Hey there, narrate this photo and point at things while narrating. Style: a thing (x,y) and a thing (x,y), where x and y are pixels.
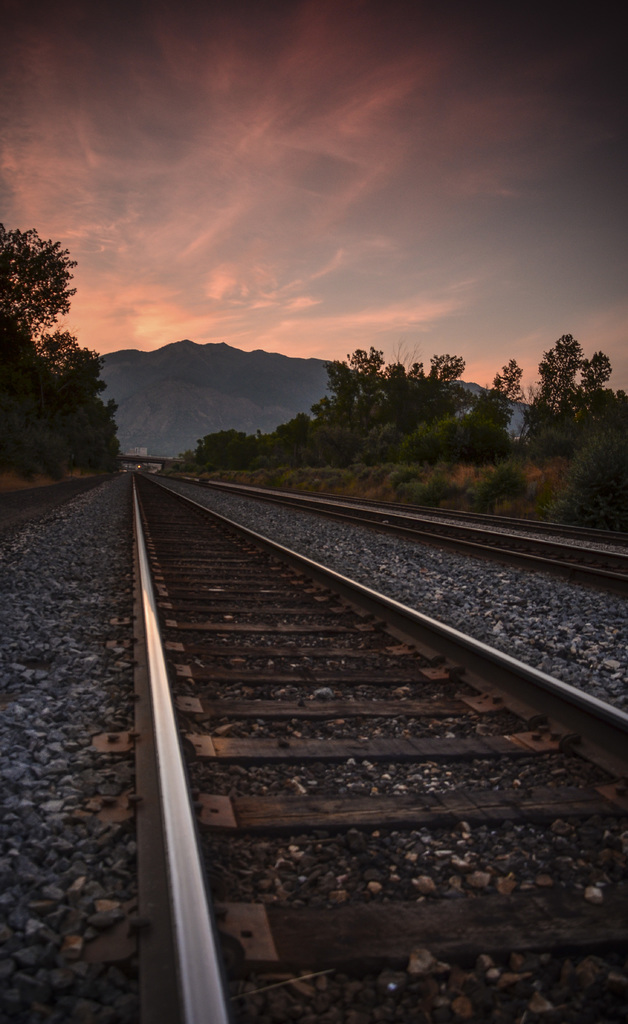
In this picture we can see there are railway tracks (515,552), stones (98,560), trees (91,430), a hill (192,398) and the sky (209,250).
